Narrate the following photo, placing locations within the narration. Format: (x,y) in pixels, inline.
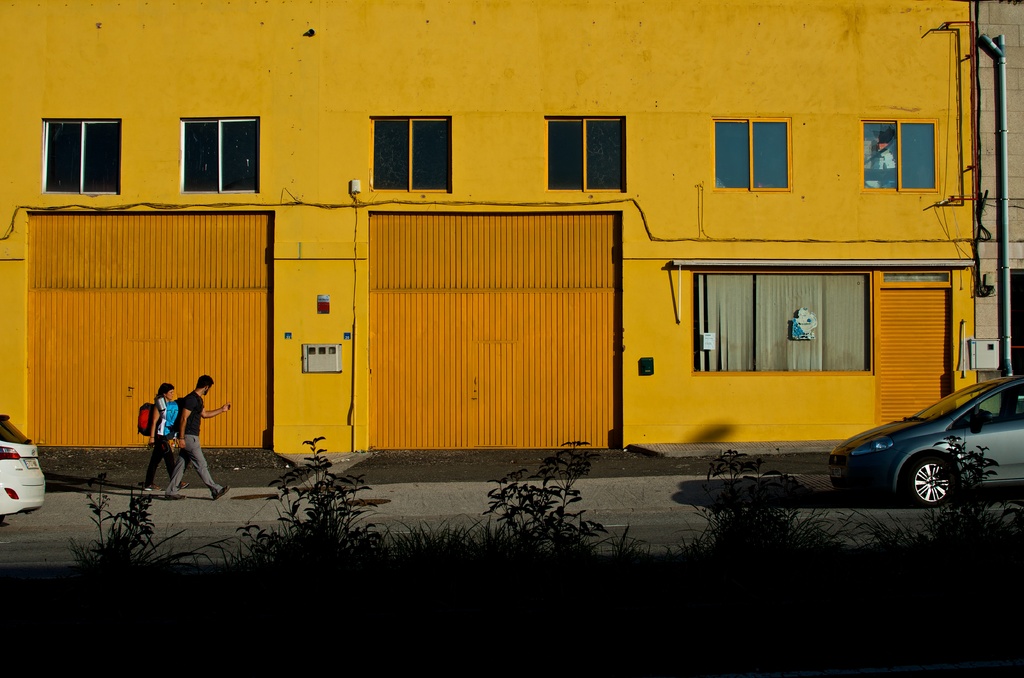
In the foreground (586,490) I can see grass (523,549), plants (345,524), two cars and two persons (155,460) are walking on the road (716,493). In the background (580,415) I can see buildings (692,285), windows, doors (568,402) and a pipe (1000,97). This image is taken may be on the road (46,524).
